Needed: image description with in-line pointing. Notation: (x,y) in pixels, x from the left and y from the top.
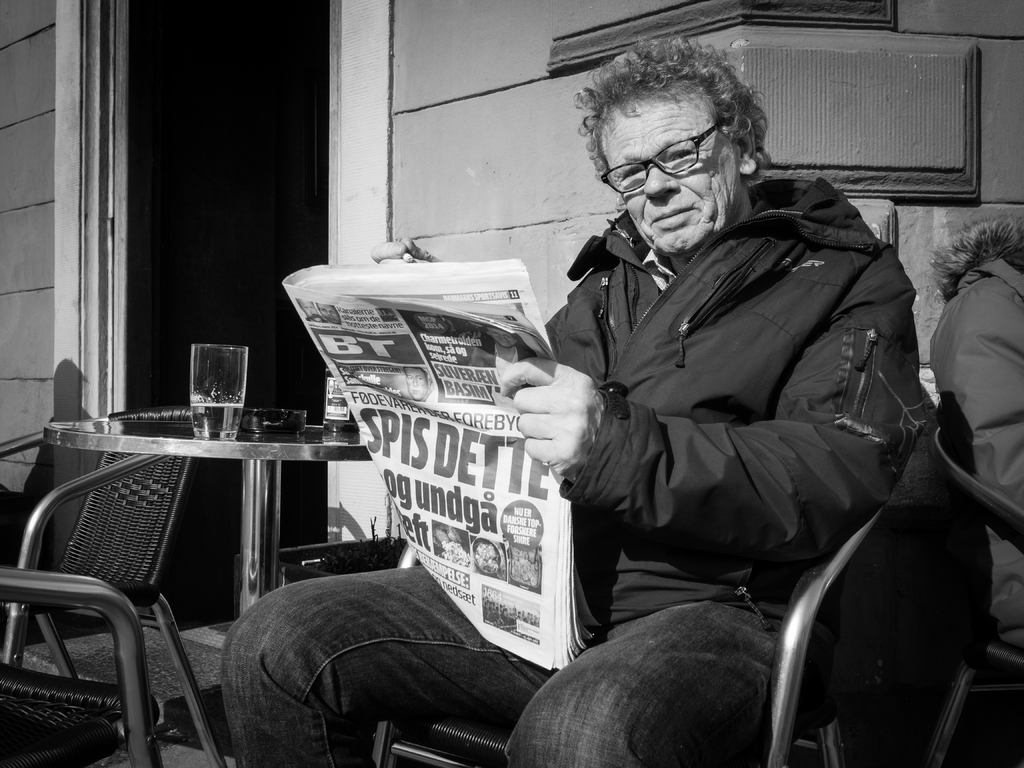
In this picture we can see two people (787,572) sitting on chairs (792,629) where a man (627,600) wore a jacket (624,270), spectacle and holding a paper (443,338) with his hands (582,457), table (274,484) with a glass (197,373), bottle (335,399) on it and in the background (27,376) we can see the wall (348,116).
